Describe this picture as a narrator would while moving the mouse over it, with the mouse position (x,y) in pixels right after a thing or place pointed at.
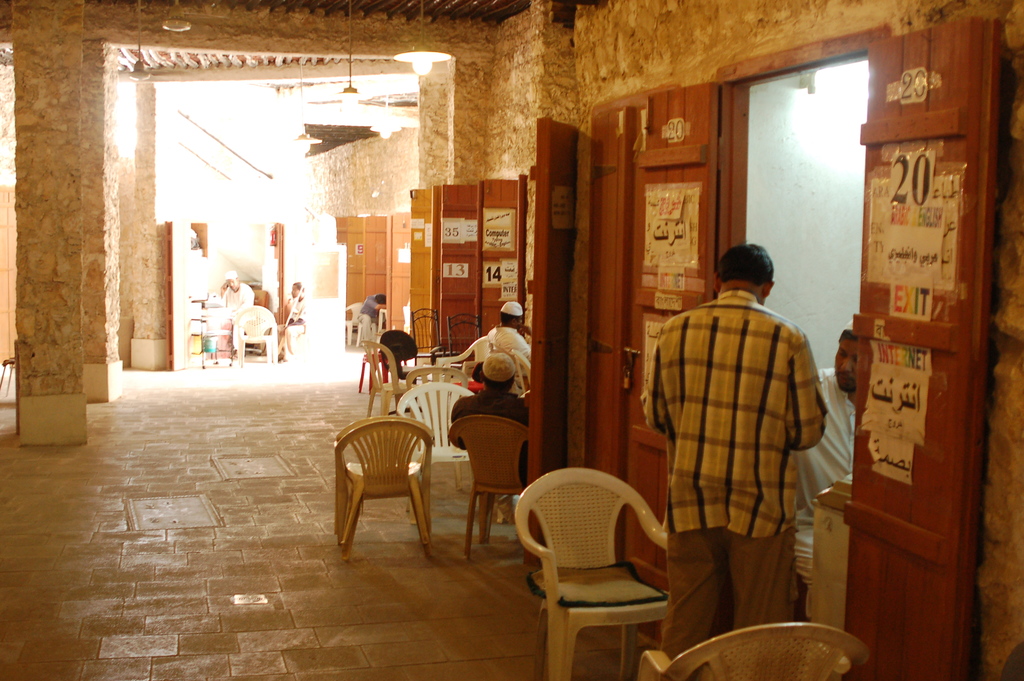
There is a person (707,429) in the right corner (722,423) is standing outside of a store (847,301) and there are some stores (572,264) beside it.
